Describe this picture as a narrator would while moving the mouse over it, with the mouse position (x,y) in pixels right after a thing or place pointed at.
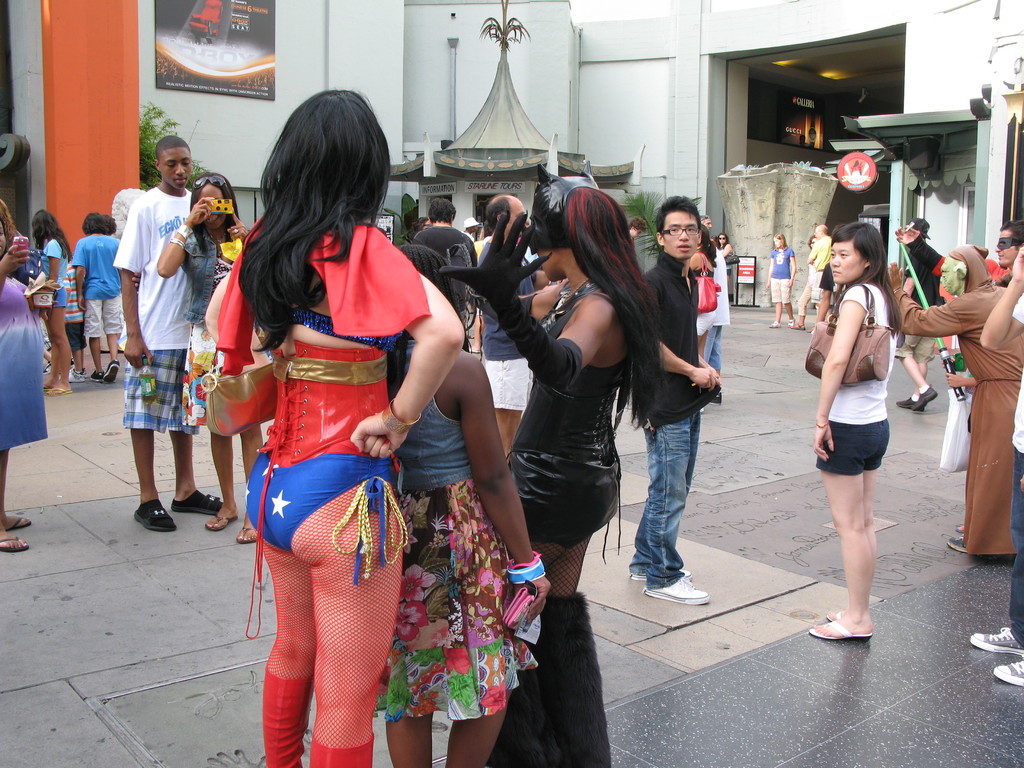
There is a group of people (309,302) present in the middle of this image (489,256). We can see a wall (285,101), plant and other objects (928,139) are in the background (805,161).
